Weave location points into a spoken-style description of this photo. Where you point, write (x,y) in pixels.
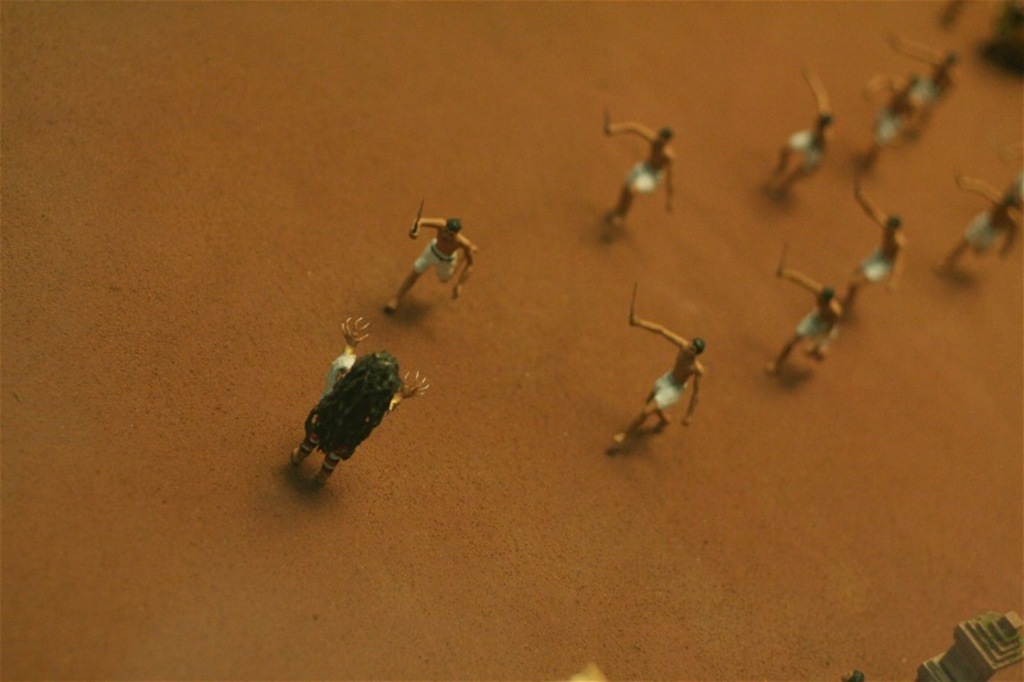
In this picture we can see toys (629,191), all are in running position. And there is a one more toy (343,460), this is facing towards all these toys (689,349). And this is floor (174,594).
